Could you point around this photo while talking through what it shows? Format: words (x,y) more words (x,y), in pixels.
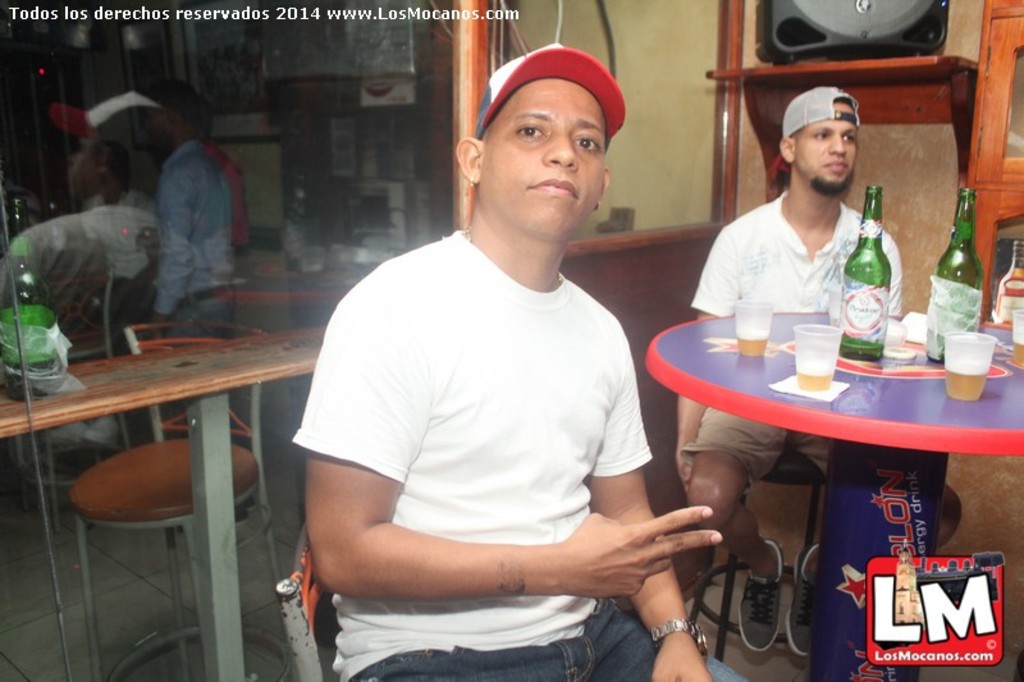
In this image there is a person (465,400) who is sitting on a chair (308,584) and he is wearing a white t-shirt (506,451) and blue jeans (583,666). On the right side (845,206) there is an another person (839,232) who is wearing a grey color cap (831,103). On the table (927,398) there are two beer bottle (874,290) and four beer cups (827,355). On the left side (78,117) we can see a reflection (123,226) of a person (200,194) in a mirror (185,148).
